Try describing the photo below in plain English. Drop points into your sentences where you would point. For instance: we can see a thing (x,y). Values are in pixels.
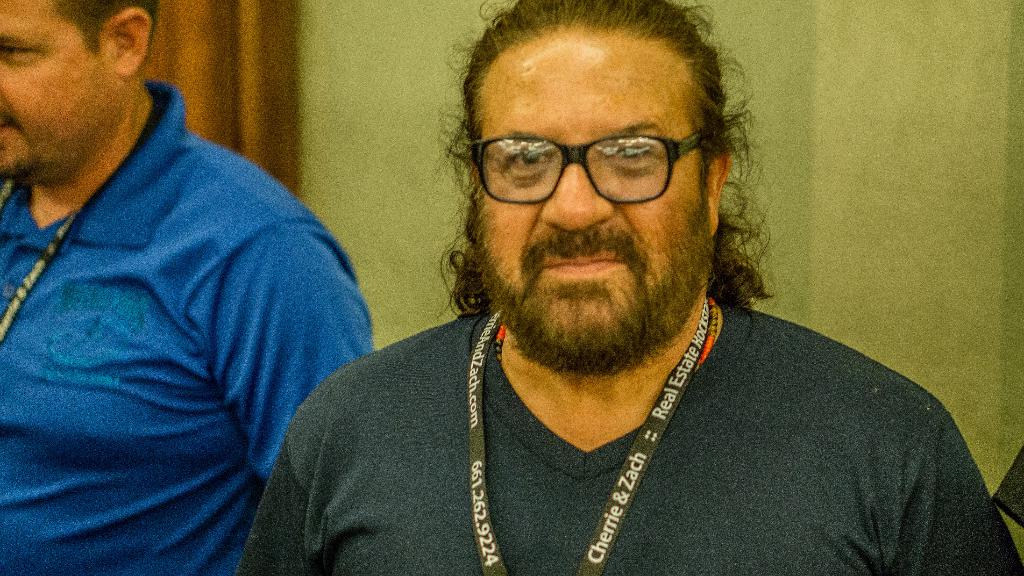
In the picture we can see two persons (327,373) wearing blue and black color dress (262,360) also wearing ID cards (60,234), person (435,409) wearing black color dress (439,411) also wearing spectacles (600,183) and in the background (393,135) there is a wall (339,186) which is green in color.
